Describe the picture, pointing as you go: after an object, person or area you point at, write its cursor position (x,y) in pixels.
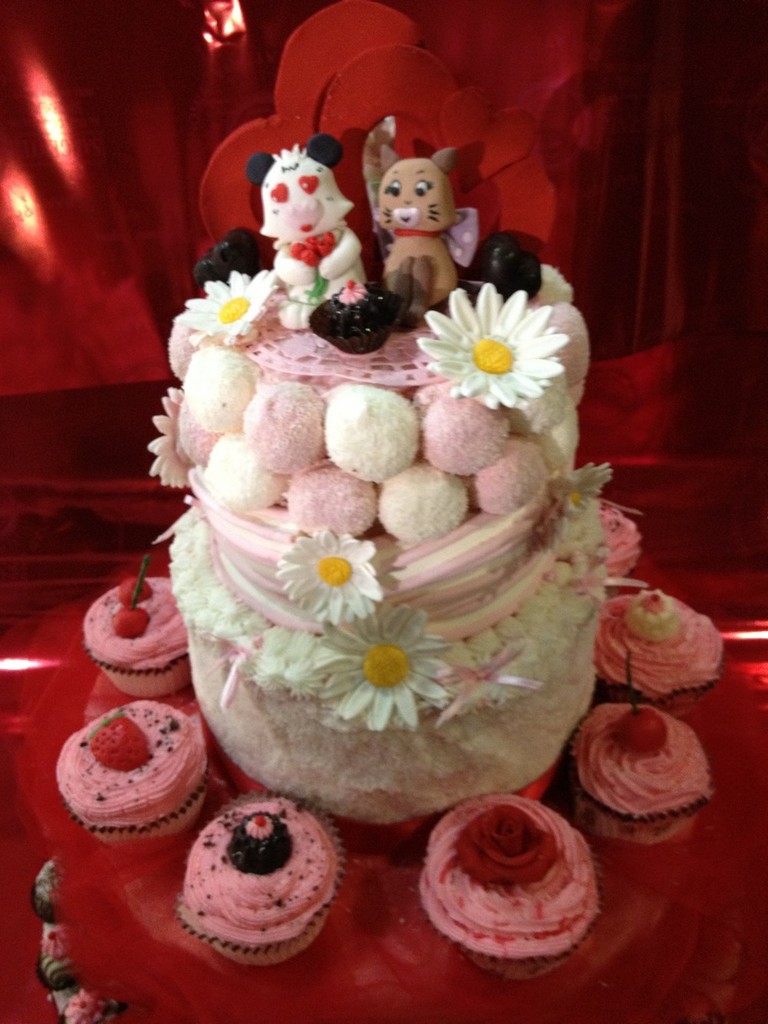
In this image we can see some cupcakes (491,832) around a cake (480,655) which is placed on the surface (579,999). We can also see some cupcakes (651,764) topped with cherries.
